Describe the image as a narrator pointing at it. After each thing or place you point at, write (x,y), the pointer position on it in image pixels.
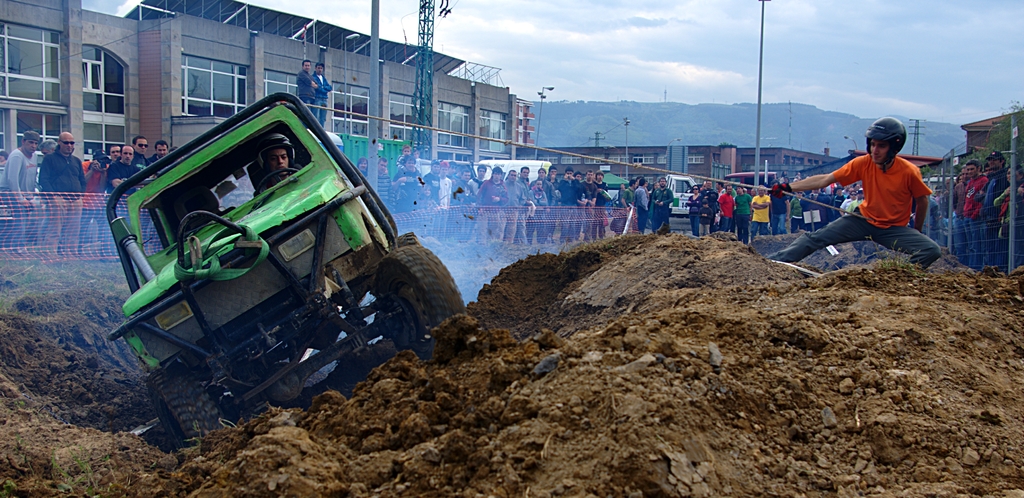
In the picture we can see a man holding a rope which is attached to the vehicle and pulling outside from the muddy surface (954,375) and in the background (559,220), we can see the people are standing and behind them we can see some buildings (33,72), poles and the sky (867,79).
